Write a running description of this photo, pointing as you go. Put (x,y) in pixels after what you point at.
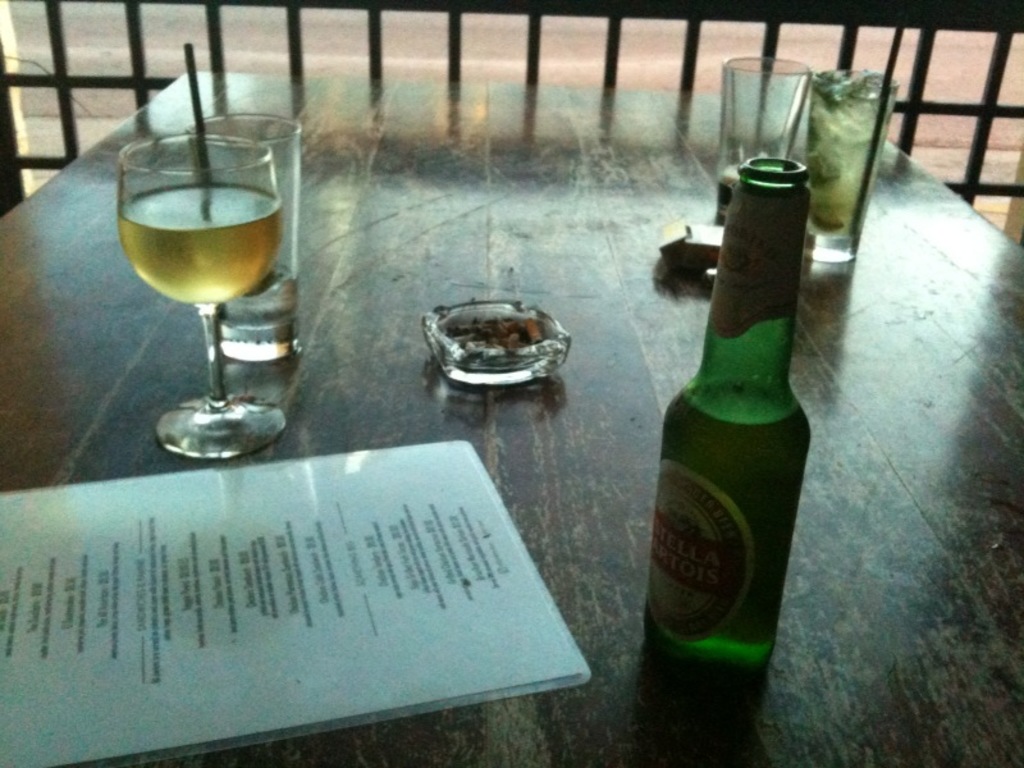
In this picture we can see table (969,259) and on table (128,314) we have glass (167,225) with drink (209,211) in it, bottle (753,209), cigarette box (710,250), tray (512,361), menu card (368,564) and in background (55,41) we can see fence (851,27).
